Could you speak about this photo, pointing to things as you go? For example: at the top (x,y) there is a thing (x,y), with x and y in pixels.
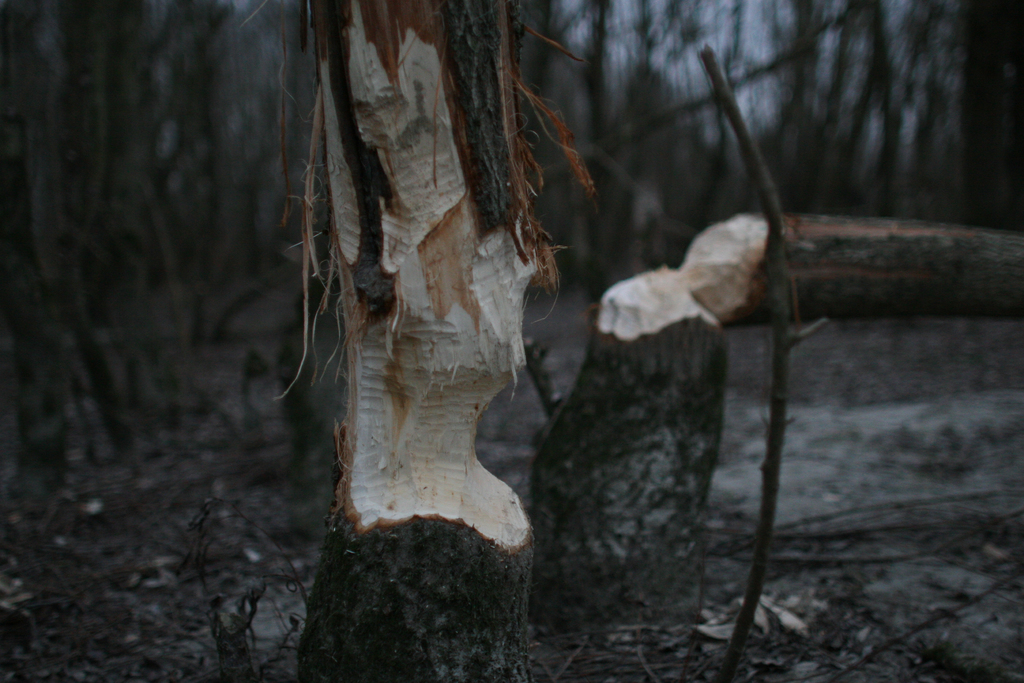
In this picture I can see chopped tree trunks (509,198), and there is blur background (123,426).
